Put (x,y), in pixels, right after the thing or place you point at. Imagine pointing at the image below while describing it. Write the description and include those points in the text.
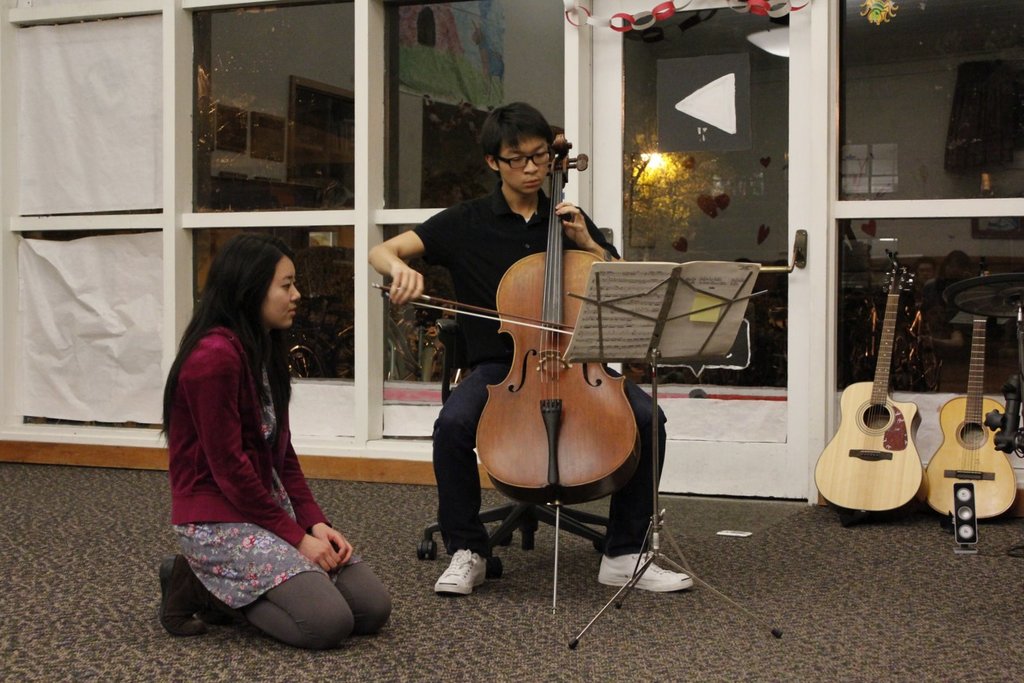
As we can see in the image there is a door (742,249), windows (973,180), two people (275,434), paper (616,313) and guitars (960,403).
